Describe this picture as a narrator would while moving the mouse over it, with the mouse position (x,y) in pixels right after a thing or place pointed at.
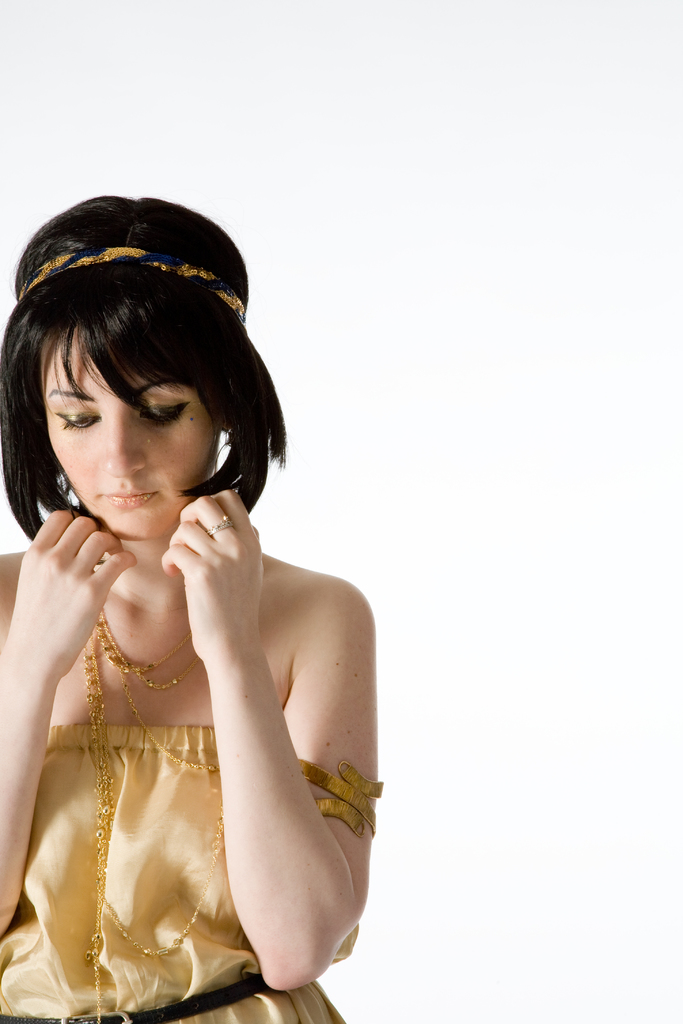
This is the woman (211,809) standing. She wore a dress (129,840) and gold chains (122,664). This is the headband (198,275). This background (548,980) is white in color.
